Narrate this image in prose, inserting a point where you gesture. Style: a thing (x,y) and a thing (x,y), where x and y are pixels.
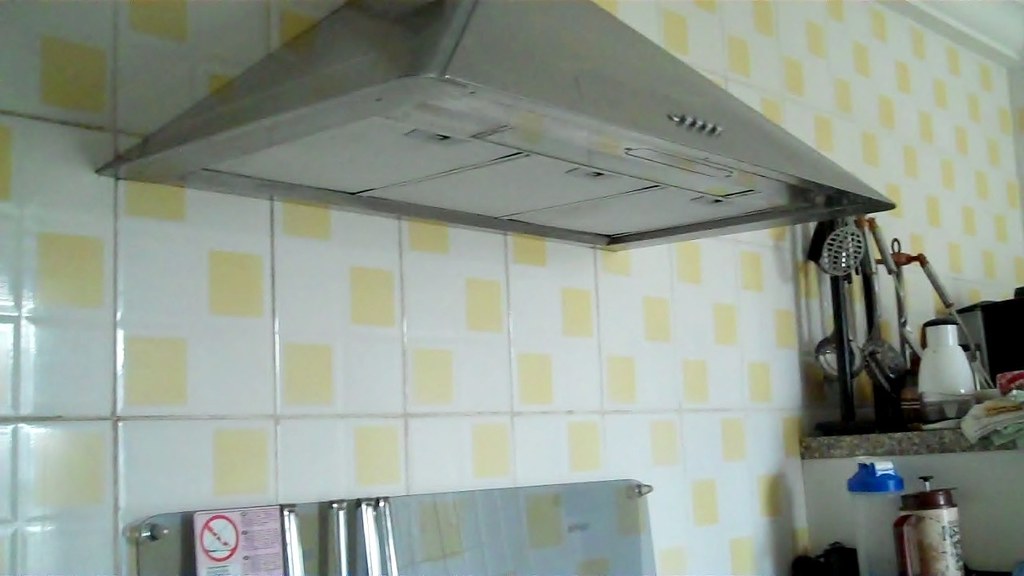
this picture shows a chimney (432,147) attached to the wall (254,335). In the right side (873,266) there are some kitchen accessories (893,391) located. We can observe with a wall (407,366) covered with tiles (445,283) here.
